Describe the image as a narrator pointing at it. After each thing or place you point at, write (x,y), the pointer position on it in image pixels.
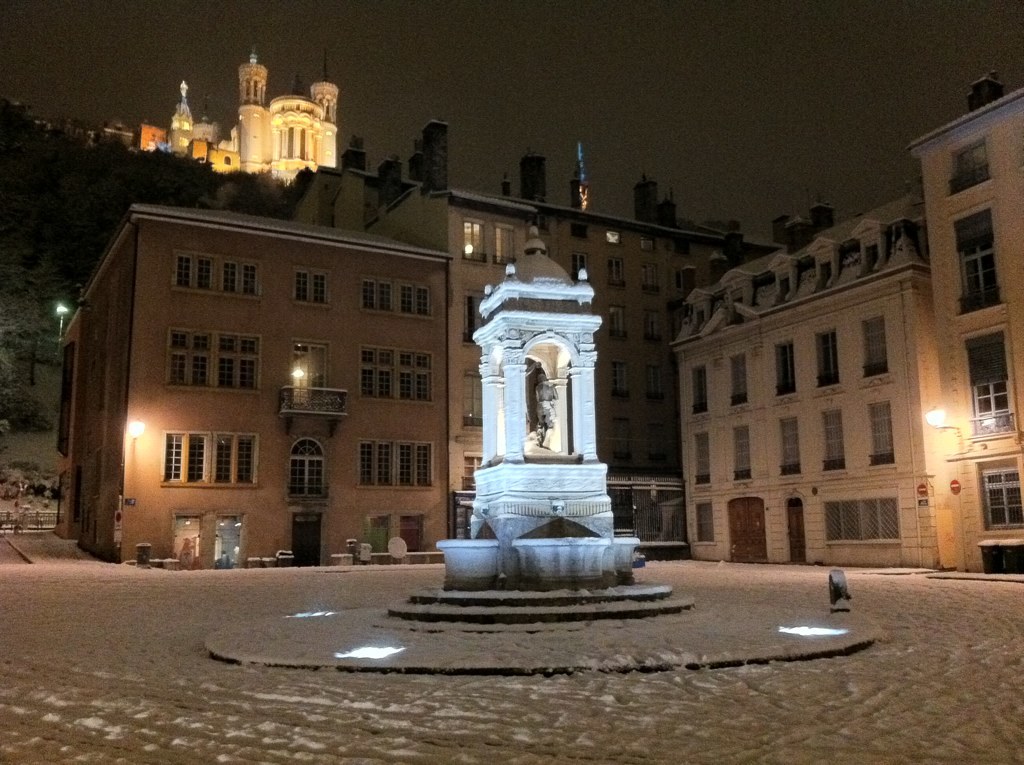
This image is taken during the night time. In this image we can see a concrete structure (578,396) with a statue (546,426) in the center (541,428). Image also consists of buildings (455,297), trees (25,312), lights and also the sky (563,70) at the top (742,50). At the bottom (322,605) we can see the snow (953,668).
